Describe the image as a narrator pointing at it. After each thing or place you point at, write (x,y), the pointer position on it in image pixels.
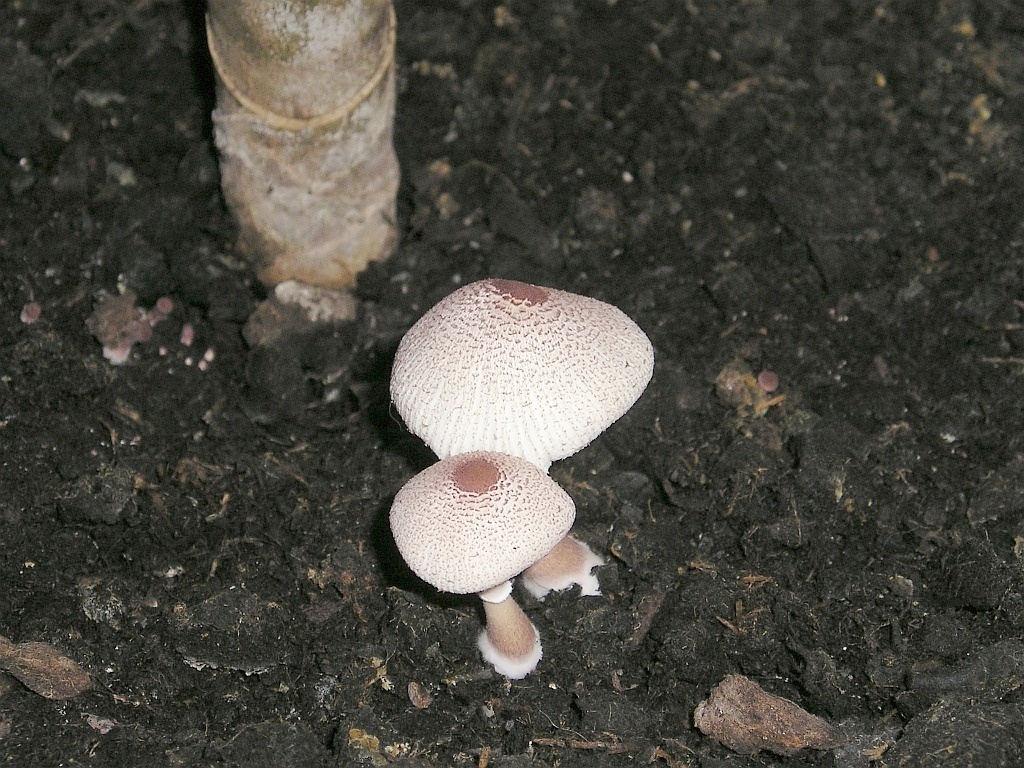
In this image I can see few mushrooms (610,351) and the background (691,285) is in black and brown color.
